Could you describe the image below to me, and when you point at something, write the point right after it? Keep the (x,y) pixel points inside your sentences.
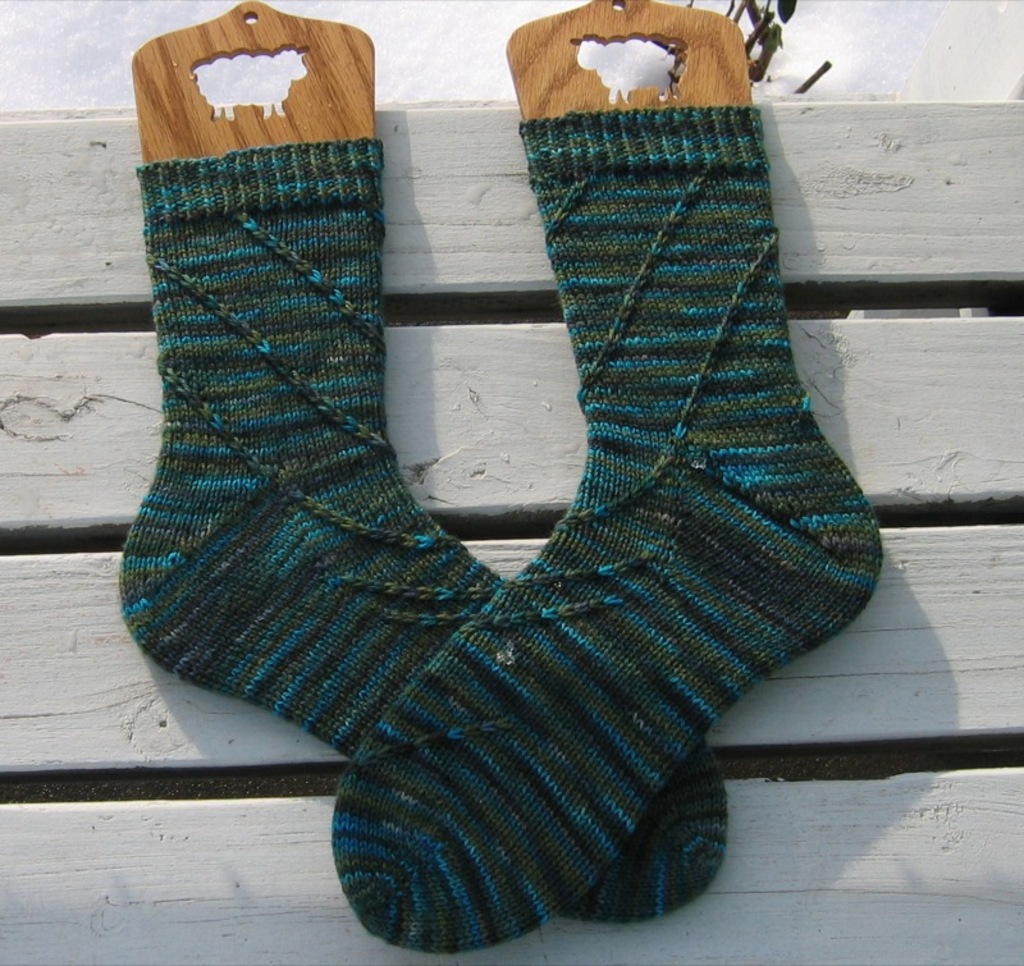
In this image we can see pair of socks (420,509) placed on the wooden surface (937,440). In the background (877,57) there is snow (910,53).
